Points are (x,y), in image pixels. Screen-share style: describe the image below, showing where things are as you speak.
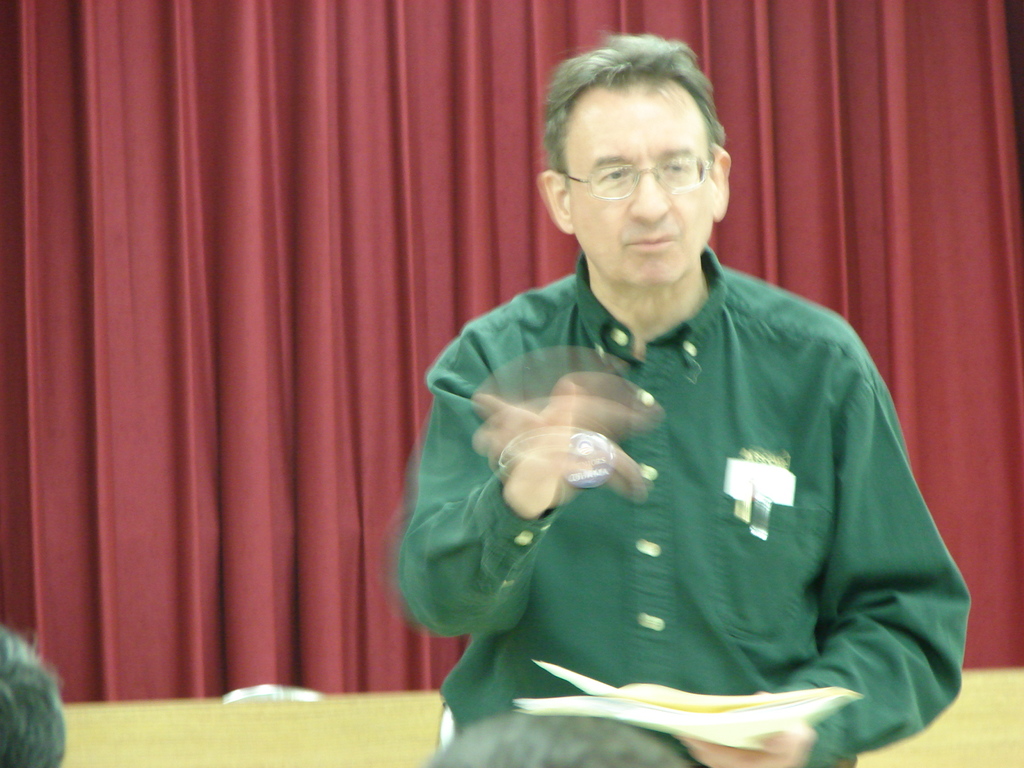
In this image there is one person (682,556) standing in middle of this image (620,471) is holding some papers (607,708). There is a curtain (241,264) in the background (353,225). There is one another person's head (62,716) in the bottom left corner of this image (20,711).
